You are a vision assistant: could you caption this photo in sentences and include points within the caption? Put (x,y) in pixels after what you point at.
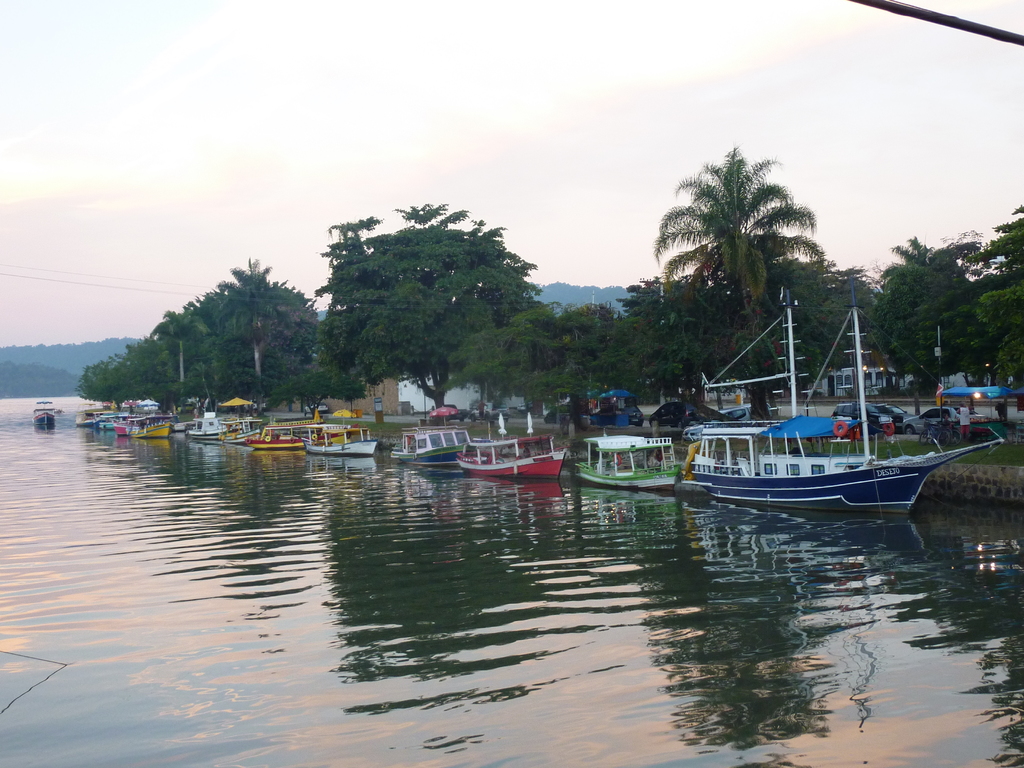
In this image we can see a group of boats (461,443) floating in the water (444,507). We can also see some vehicles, buildings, a group of trees (701,360) and the sky (666,134) which looks cloudy.
